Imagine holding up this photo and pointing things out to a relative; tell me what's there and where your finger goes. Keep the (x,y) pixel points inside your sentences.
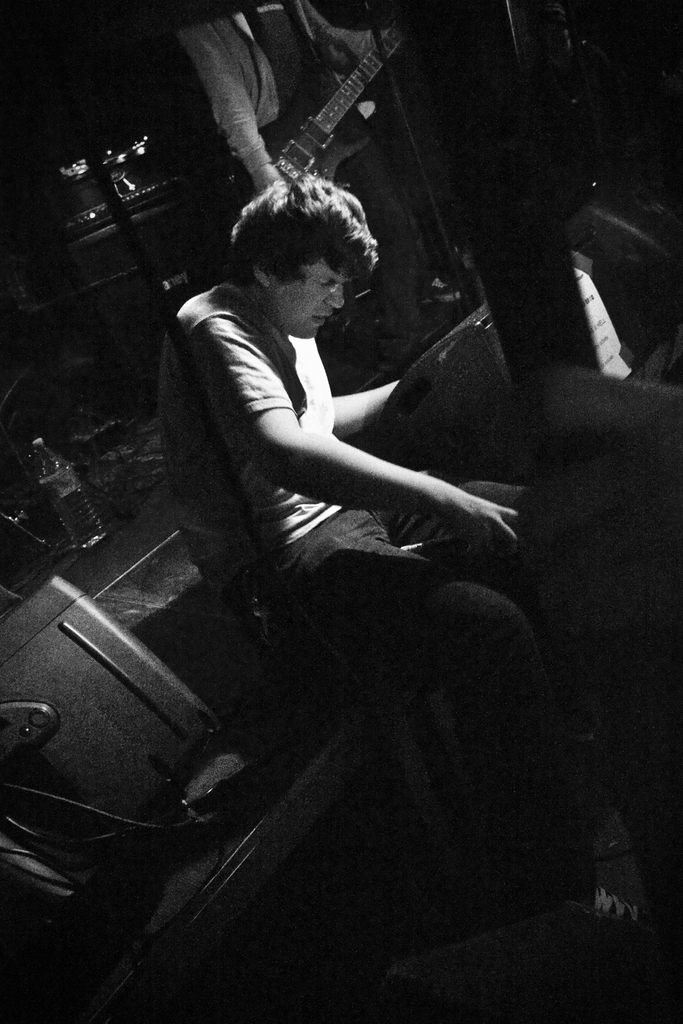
In this image I can see two people (342,303). Among them one person (305,62) is holding the guitar (287,126).
